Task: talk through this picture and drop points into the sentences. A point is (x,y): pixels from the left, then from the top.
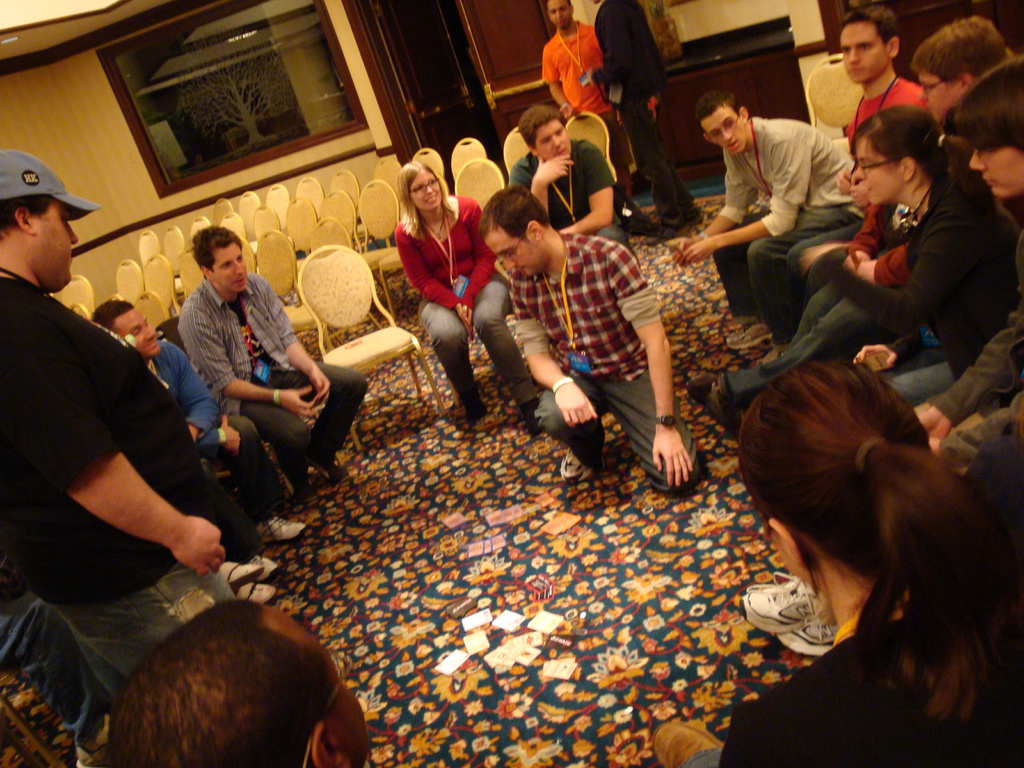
In this picture I can see number of people (522,332) in front (475,242) and I see that most of them are sitting on chairs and rest of them are standing and I see few empty chairs (318,204) in the background (342,210) and I see the wall (577,17), doors (443,35) and a window glass (229,76).
